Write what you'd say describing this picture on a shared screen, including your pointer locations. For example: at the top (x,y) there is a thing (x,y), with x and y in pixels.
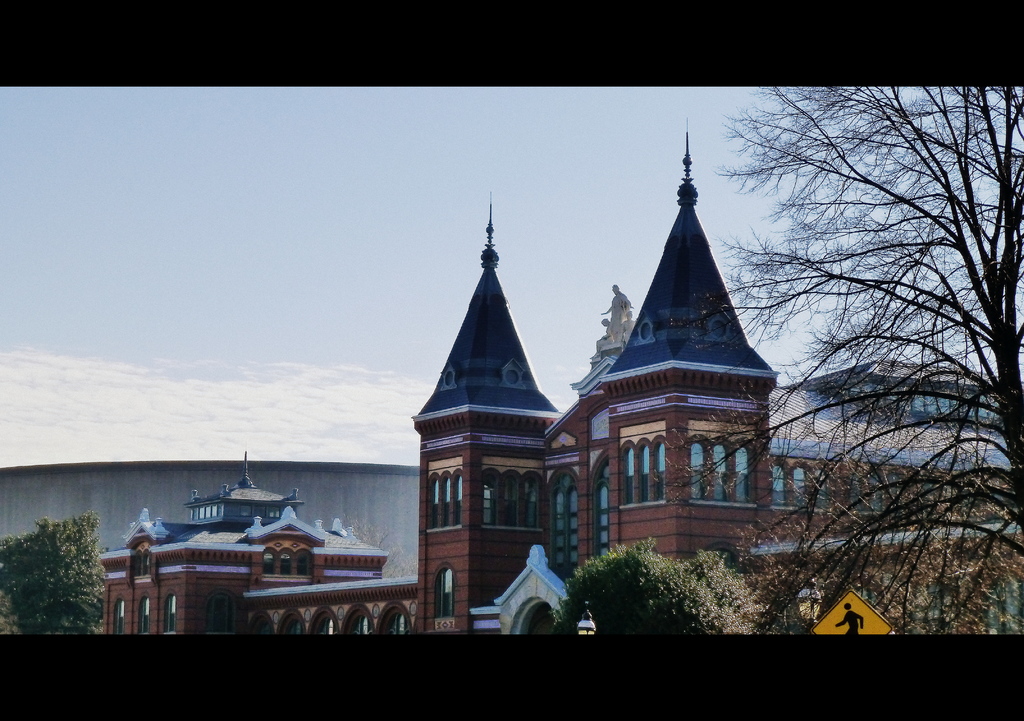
In the foreground of picture (641,513) there are trees (920,605), sign board (859,621), street light (581,622) and a building (629,501). On the left (58,575) there is a tree (35,587). Sky (49,142) is sunny.
